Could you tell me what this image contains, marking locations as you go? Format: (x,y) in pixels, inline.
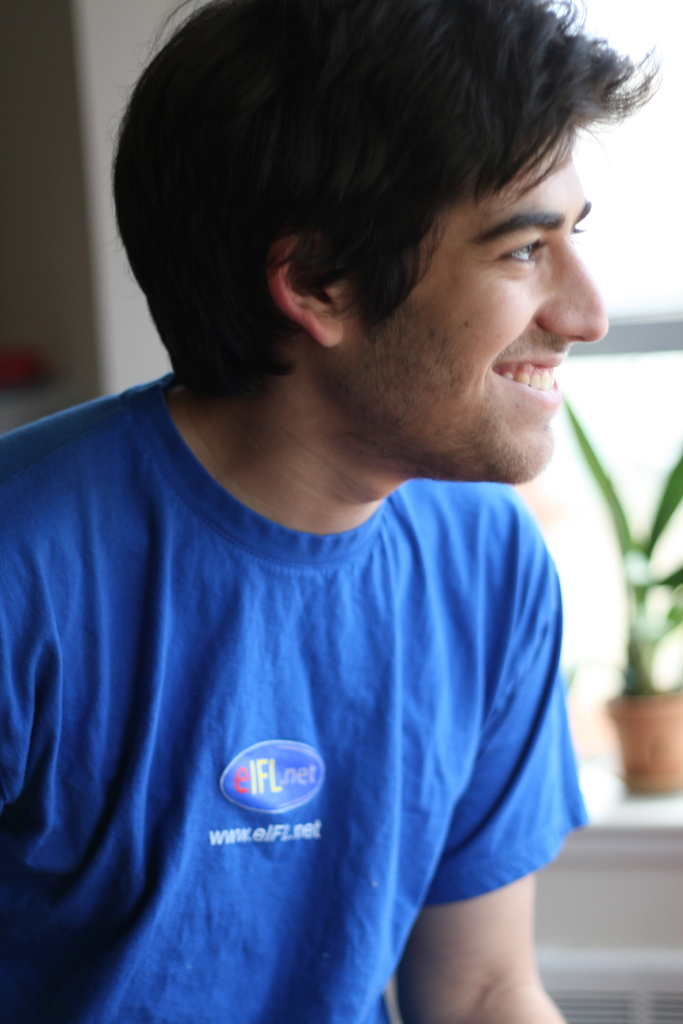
In the image there is a man (198,694), he is wearing blue shirt (211,680) and he is smiling by looking towards his right and the background of the man (387,163) is blur.
